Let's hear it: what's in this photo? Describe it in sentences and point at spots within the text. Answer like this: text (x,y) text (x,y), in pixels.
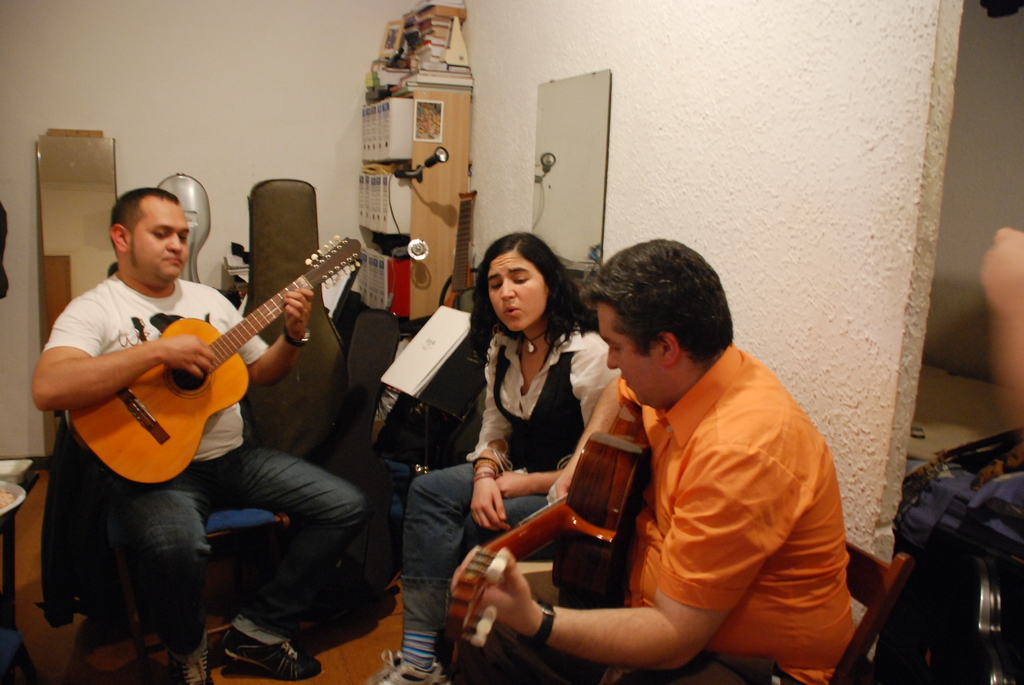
There are two men (736,569) playing guitar (139,410) and a woman (490,410) is singing beside them.
